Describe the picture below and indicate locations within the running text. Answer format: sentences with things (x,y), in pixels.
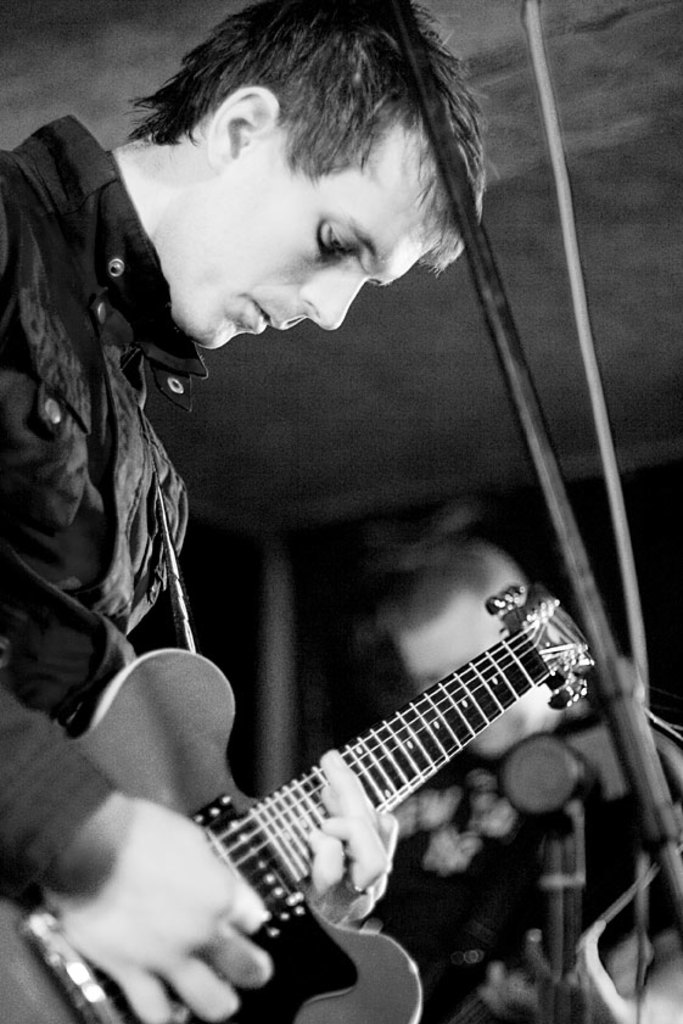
There are two persons (252,268). They are standing and they are playing a musical instruments (266,799). They both are wearing black jacket (52,169).
